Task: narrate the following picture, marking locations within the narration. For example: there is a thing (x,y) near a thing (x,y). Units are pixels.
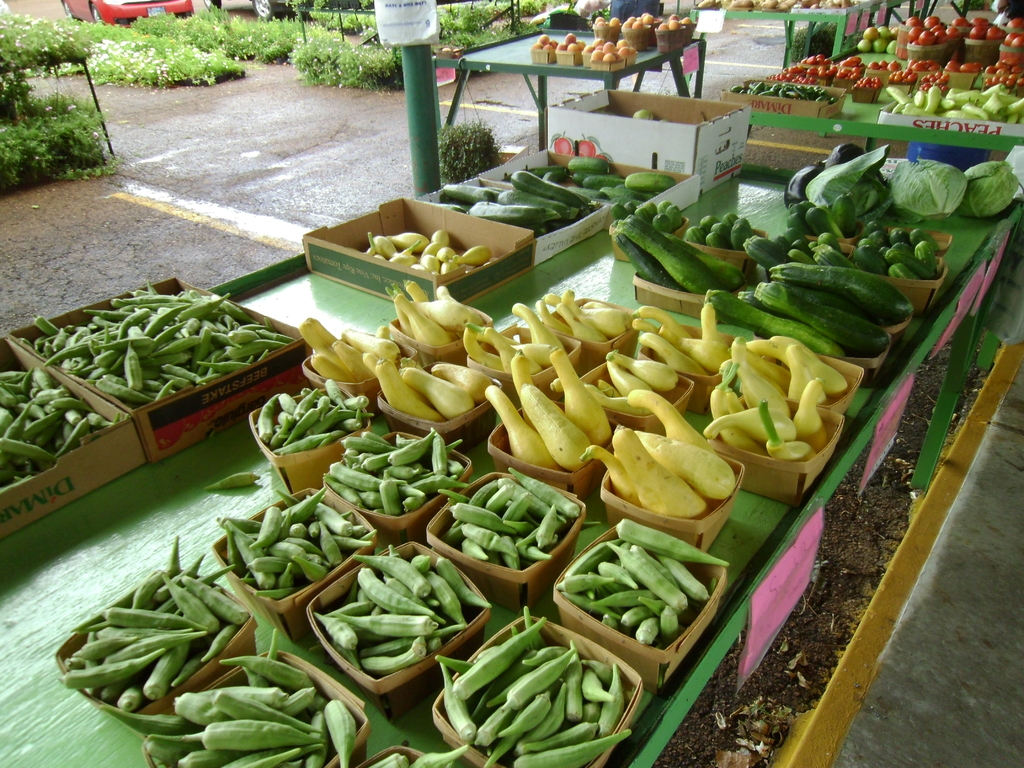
In this image, there is a table (727,194) contains some baskets (641,666) with different kind of vegetables (387,369). There is a pole (427,140) at the top of the image (428,160). There are some plants (311,52) in the top left of the image (94,65).
